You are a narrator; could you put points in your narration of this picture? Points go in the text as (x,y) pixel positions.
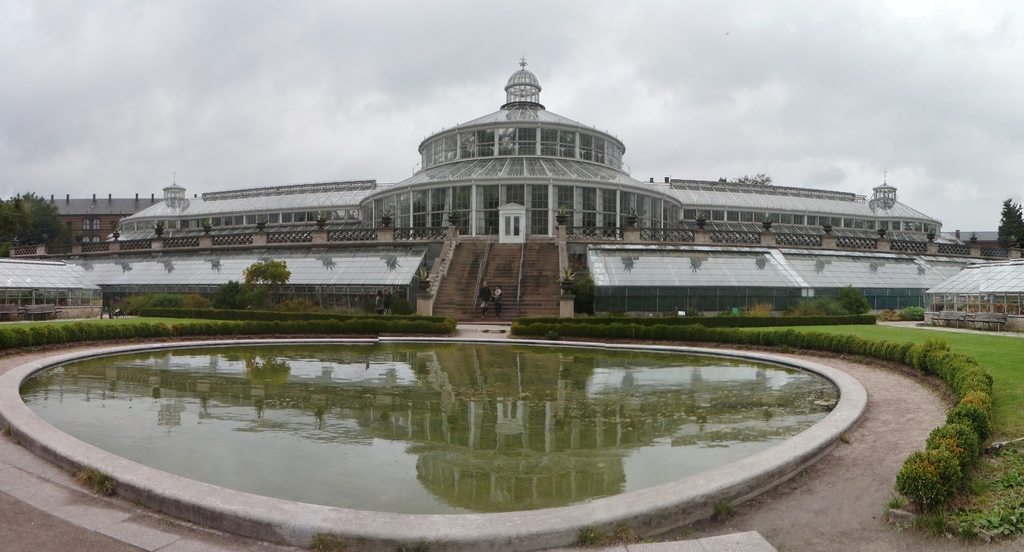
In this image I see few buildings (402,241) and I see few people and I see a pond (406,399) over here and I can also see the bushes (914,499), grass (991,338), trees (57,237) and in the background (650,151) I see the sky (938,217) which is cloudy and I see the path (826,481) over here.
